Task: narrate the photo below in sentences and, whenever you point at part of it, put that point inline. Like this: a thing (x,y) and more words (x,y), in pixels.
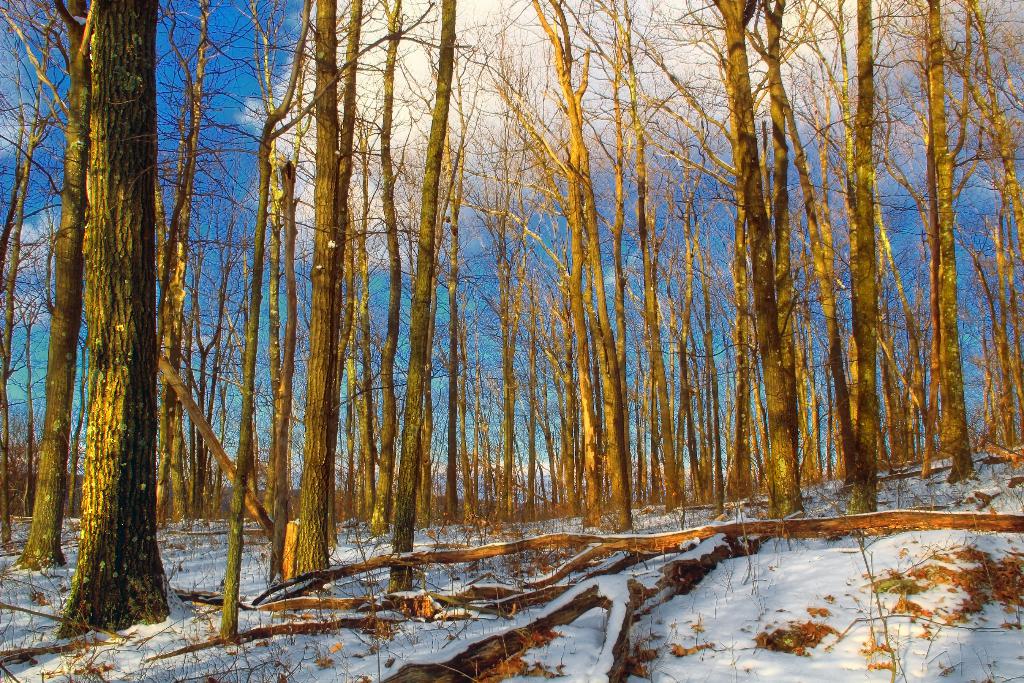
In this image, we can see trees (389,332) and at the bottom (659,607), there is snow (783,596). At the top (416,85), there are clouds (374,85) in the sky (265,87).
